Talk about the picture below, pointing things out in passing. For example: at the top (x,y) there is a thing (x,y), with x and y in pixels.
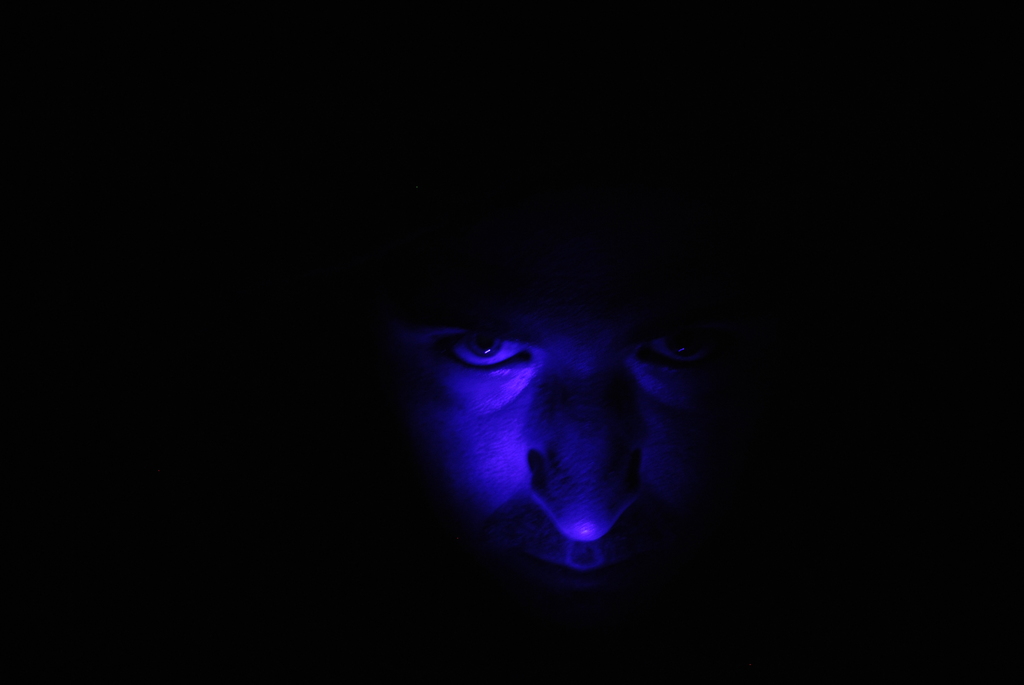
In this image we can see face (565,457) of a person (623,402). In the background (901,172) it is dark.
